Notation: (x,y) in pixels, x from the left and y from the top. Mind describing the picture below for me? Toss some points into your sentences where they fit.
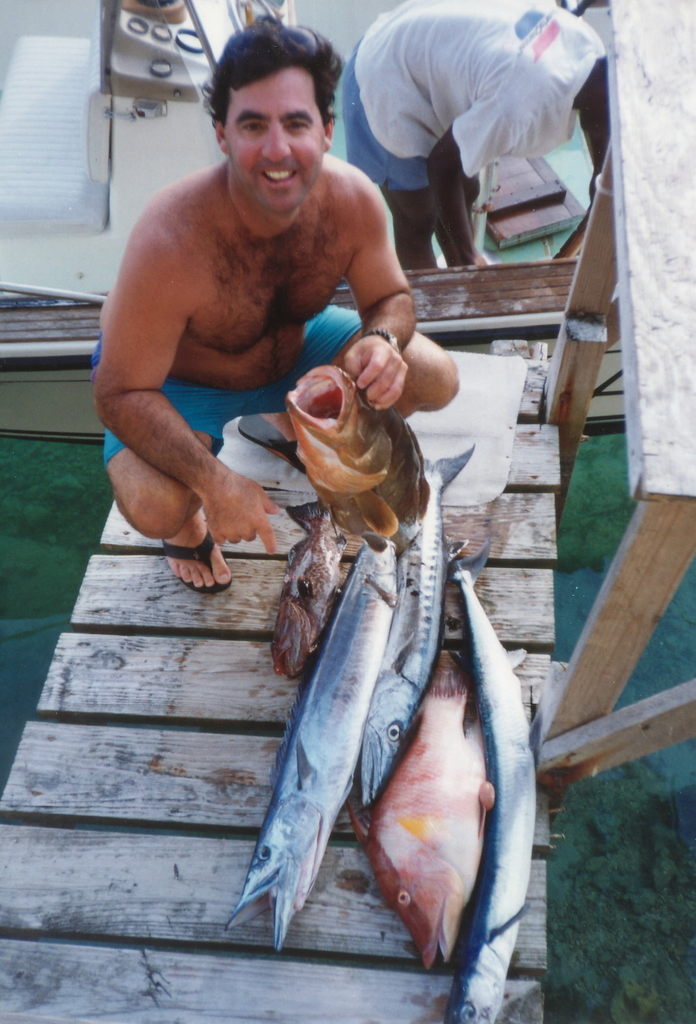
In this image, we can see a person (248,206) wearing clothes (247,400) and holding a fish (364,411) with his hand (380,381). There are fishes (452,693) on the bridge (204,660). There is an another person (421,93) in the top right of the image (554,106).
